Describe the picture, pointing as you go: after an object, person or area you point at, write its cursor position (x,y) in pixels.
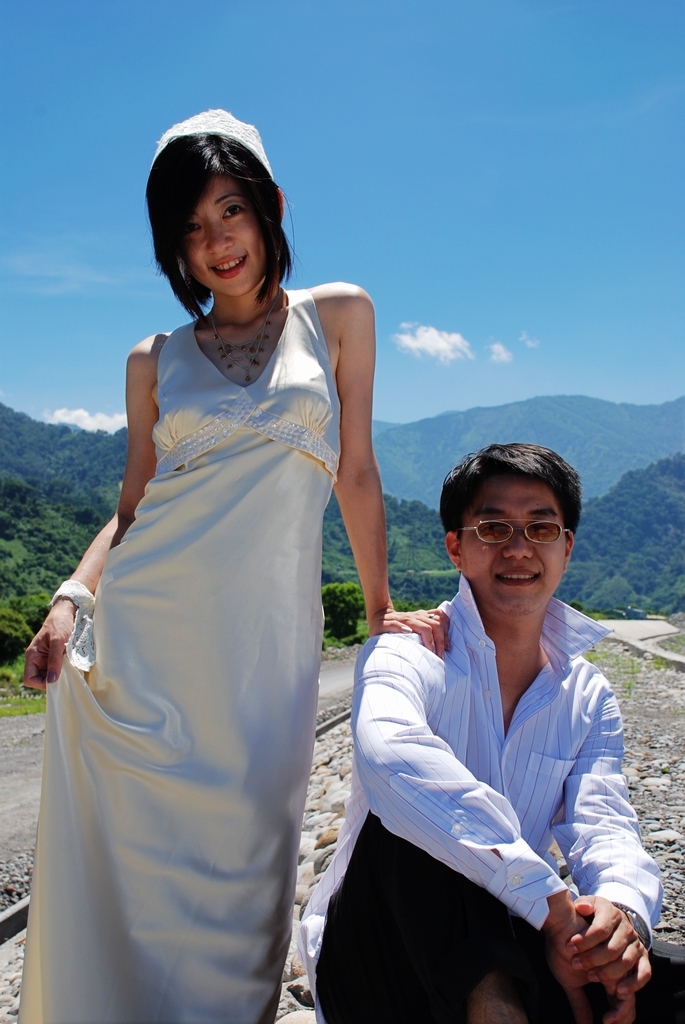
In this image we can see two persons (305,437), a man (456,662) is sitting and a woman (146,631) is standing beside the man (484,649) and in the background (414,560) there are trees (595,535), mountain (477,427) and sky (393,191).
